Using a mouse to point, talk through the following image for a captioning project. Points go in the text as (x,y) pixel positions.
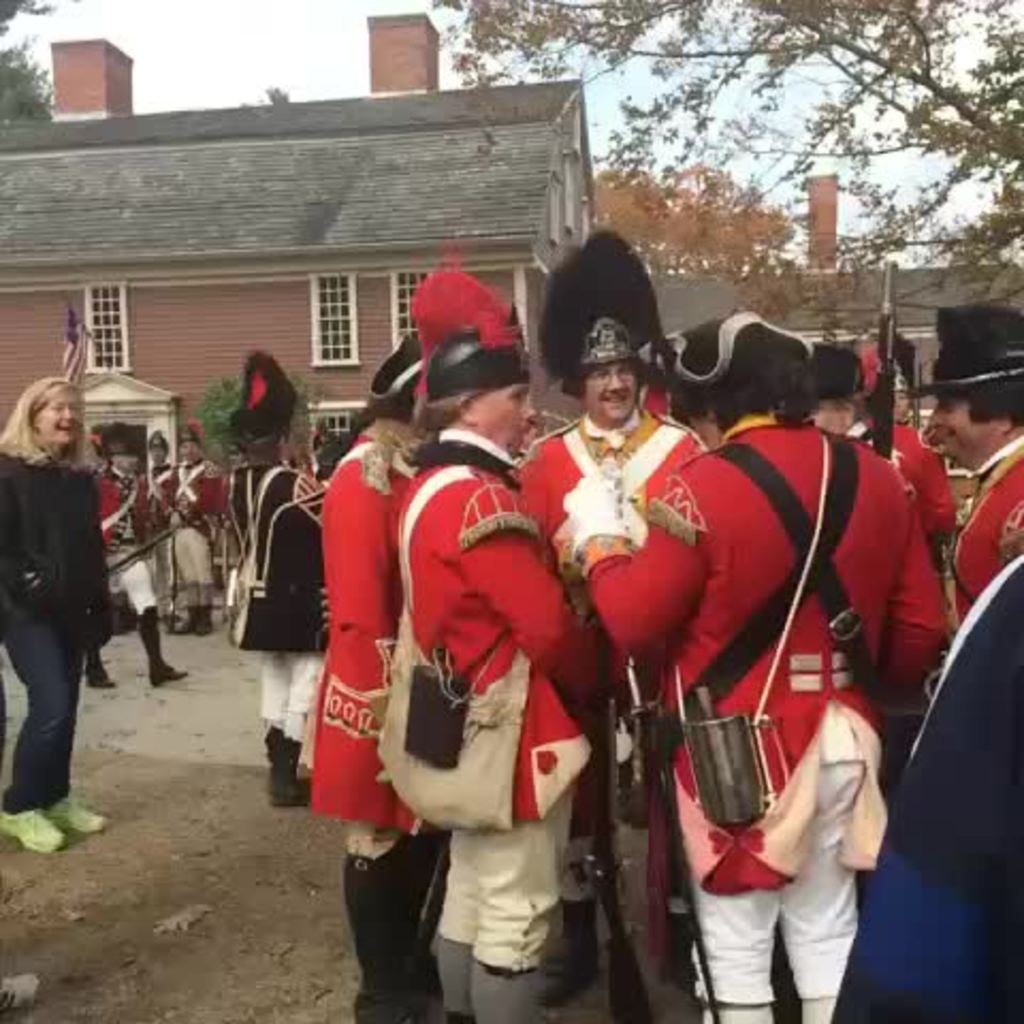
In the picture I can see these people (598,638) wearing red dresses (589,643) are standing on the right side of the image (727,632) and a woman (92,581) wearing black color dress (55,594) is standing on the left side of the image (68,602). In the background (207,621), we can see a few more people (200,497) standing, I can see a flag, house (210,322), trees (662,251) and the sky (80,13).
